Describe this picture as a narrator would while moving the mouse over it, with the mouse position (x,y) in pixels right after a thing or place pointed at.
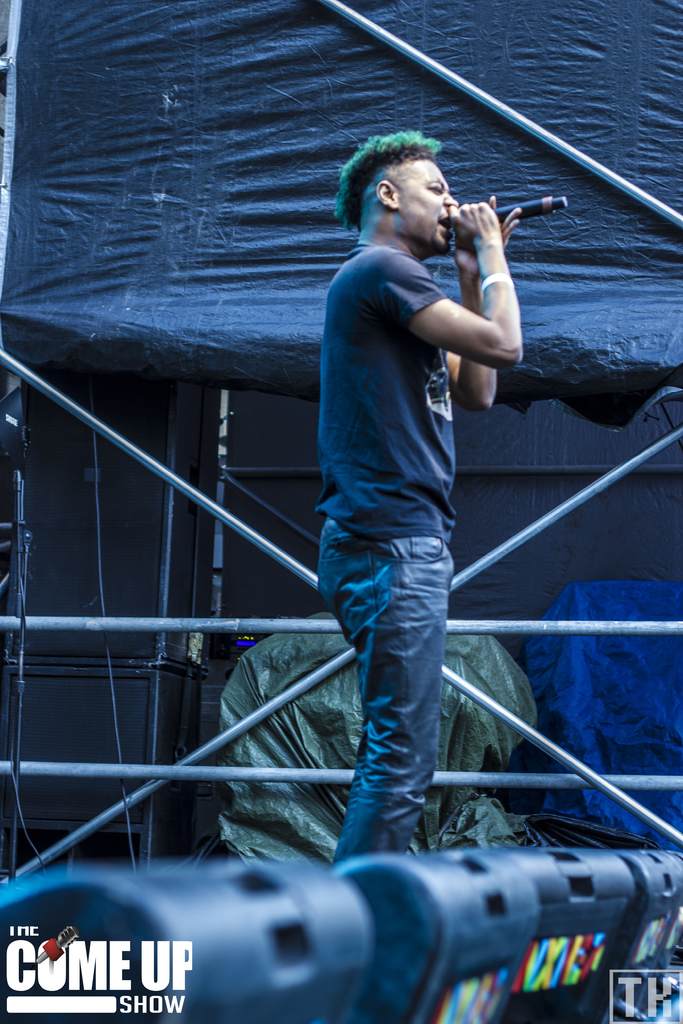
There is a person (388,469) holding a mic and singing. In the back (128,447) there are rods (332,777). In the background (204,152) there is a sheet (257,136). Some items (573,674) are covered with sheets (547,730). At the bottom (343,867) there are some objects (430,893). Also something is written in the bottom corners.
